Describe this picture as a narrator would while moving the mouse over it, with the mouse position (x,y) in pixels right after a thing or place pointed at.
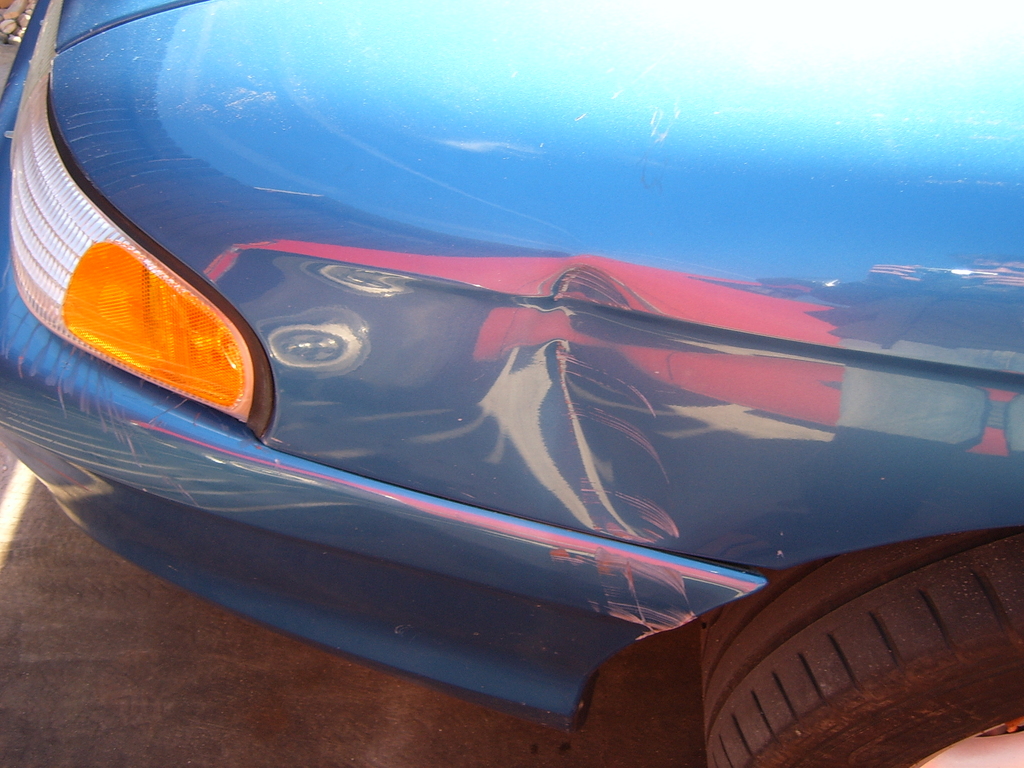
In this image I can see a blue colour vehicle (509,312) and here I can see a dent mark (589,398).
